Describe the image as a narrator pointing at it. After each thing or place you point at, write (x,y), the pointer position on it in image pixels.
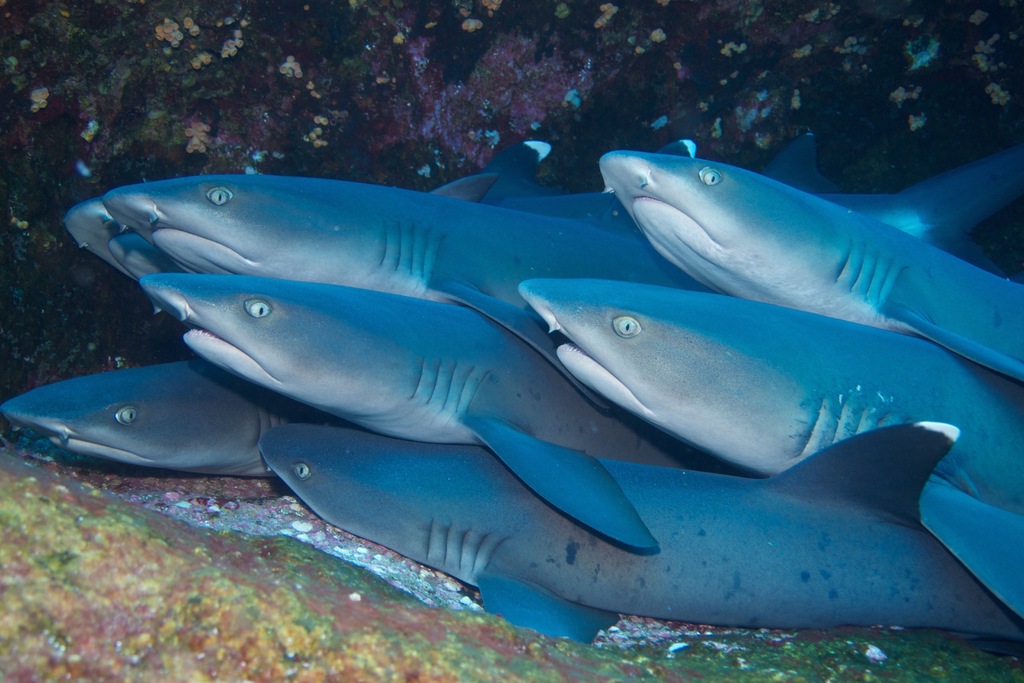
In this image we can see there are some fishes (378,310) in the water (74,305).
